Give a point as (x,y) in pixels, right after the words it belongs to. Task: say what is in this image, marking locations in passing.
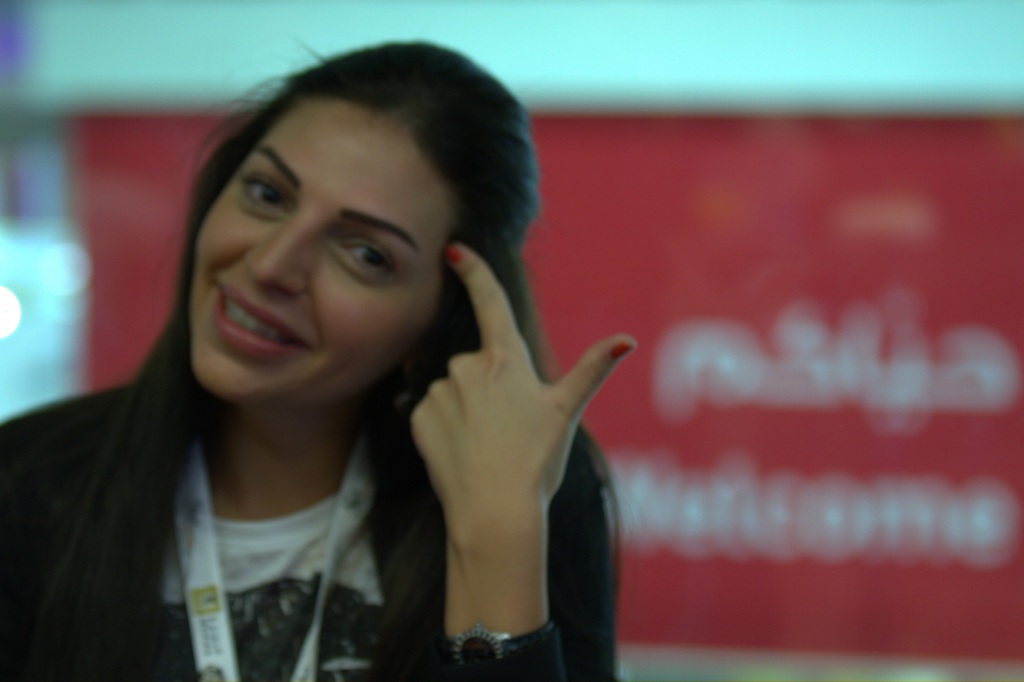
In this picture there is a woman (480,562) wearing a black dress (30,545). The background (131,136) is blurred. In the background (647,205) there is a banner (699,230).
